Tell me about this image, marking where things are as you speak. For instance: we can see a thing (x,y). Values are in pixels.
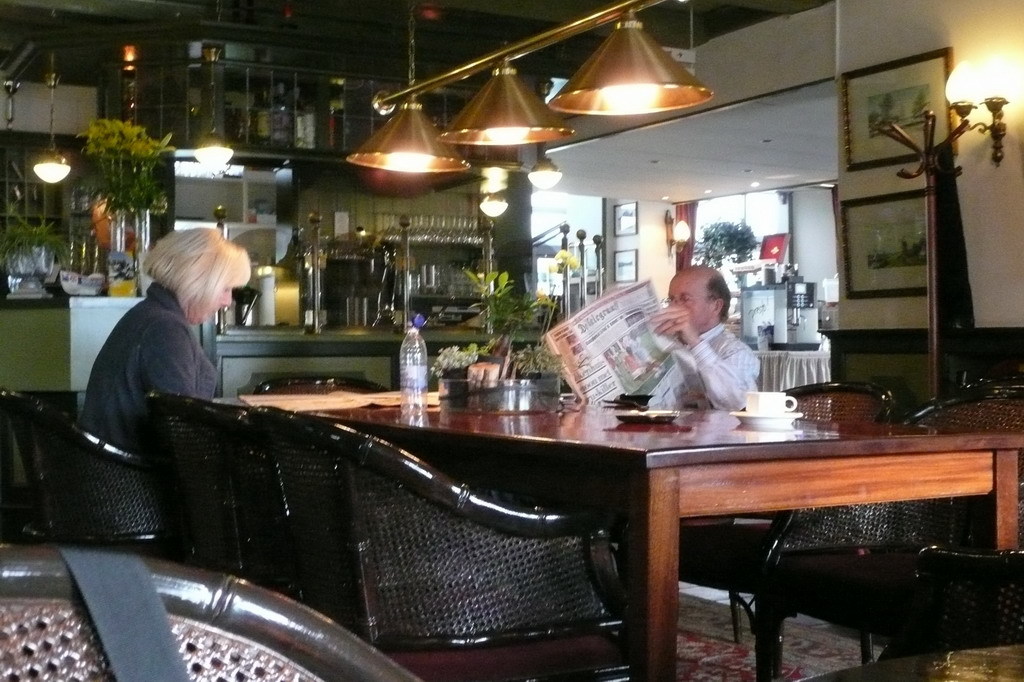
In the left (128,485) a woman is sitting in the chair (35,447) at the top (472,139) there are lights (608,108) on the right (696,401) a man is reading a newspaper (589,382).
